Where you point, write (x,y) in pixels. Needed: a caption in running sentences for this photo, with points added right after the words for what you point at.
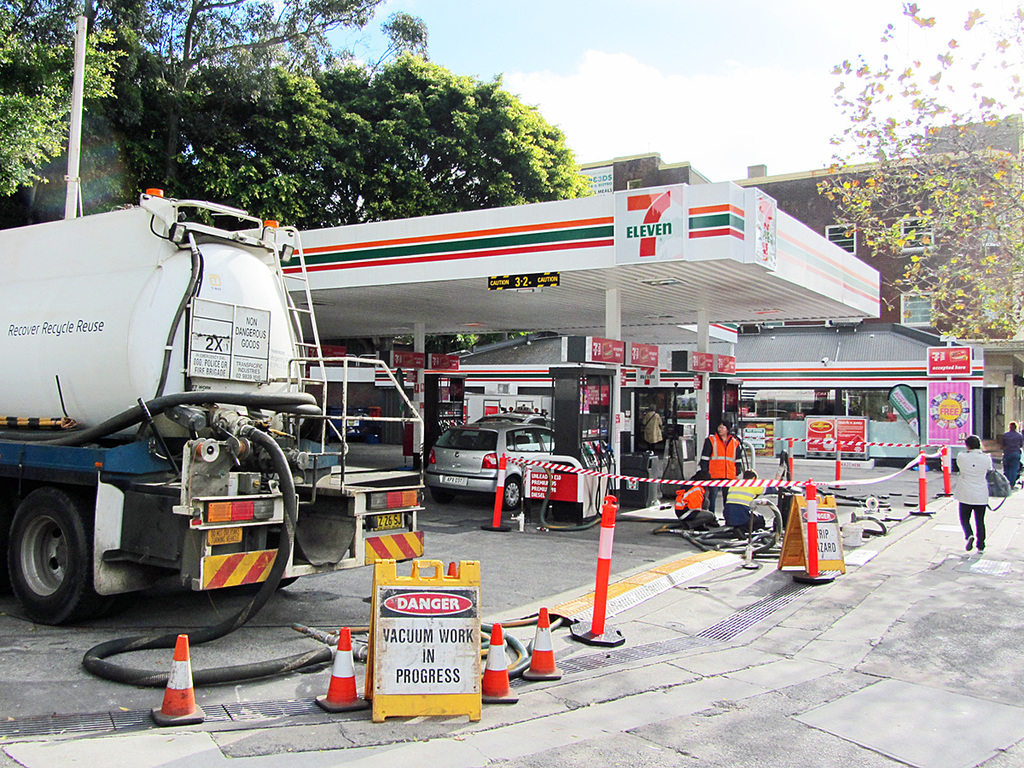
In this image we can see gas station (598,380), some vehicles (494,454), tanker (291,435), there are some traffic cones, boards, danger boards (471,576) and in the background of the image (790,138) there are some trees (42,195), houses (899,253) and clear sky (571,119).
